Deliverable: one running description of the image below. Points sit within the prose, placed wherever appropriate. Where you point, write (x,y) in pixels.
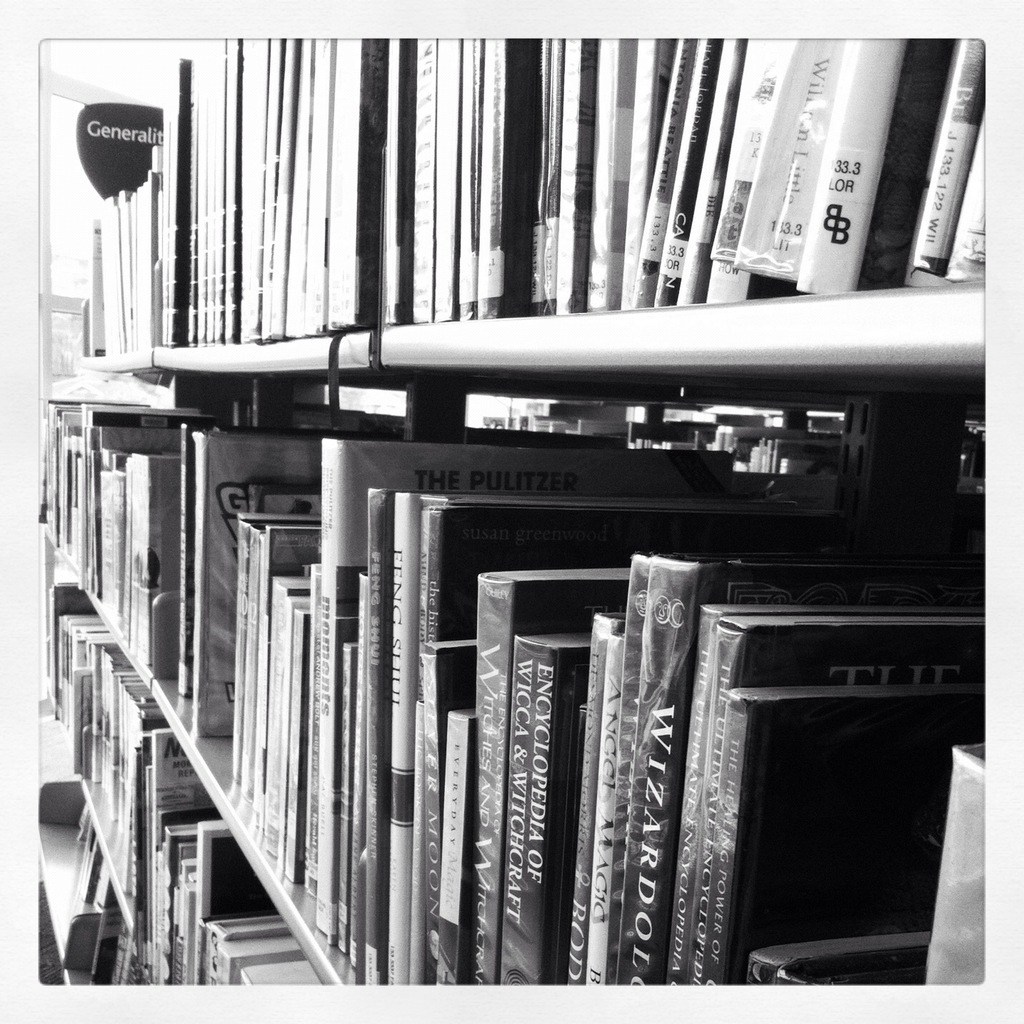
In this picture there is book shelf (676,342) in the center of the image (481,578), which contains books (460,298) in it.
